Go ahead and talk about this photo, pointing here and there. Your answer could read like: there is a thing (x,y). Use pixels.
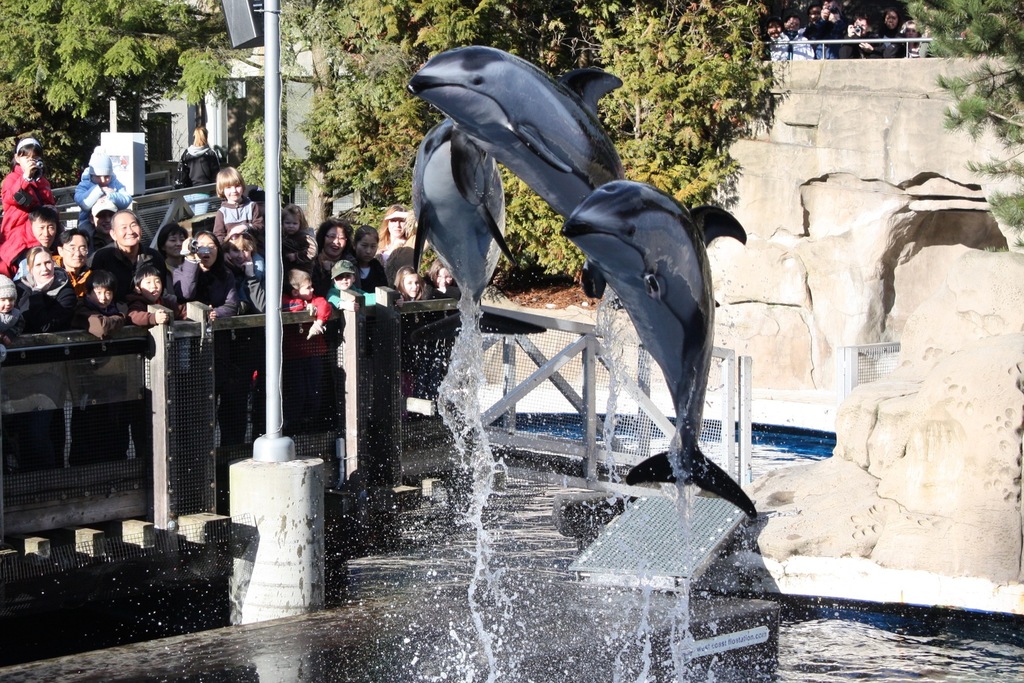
In the picture we can see three dolphins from the water (1003,633) flying and besides to it, we can see a pole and some people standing near the railing (72,425) and we can also see a rock wall (856,124) and some plants (31,121) and trees (90,8) and in the background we can see a building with pillars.
